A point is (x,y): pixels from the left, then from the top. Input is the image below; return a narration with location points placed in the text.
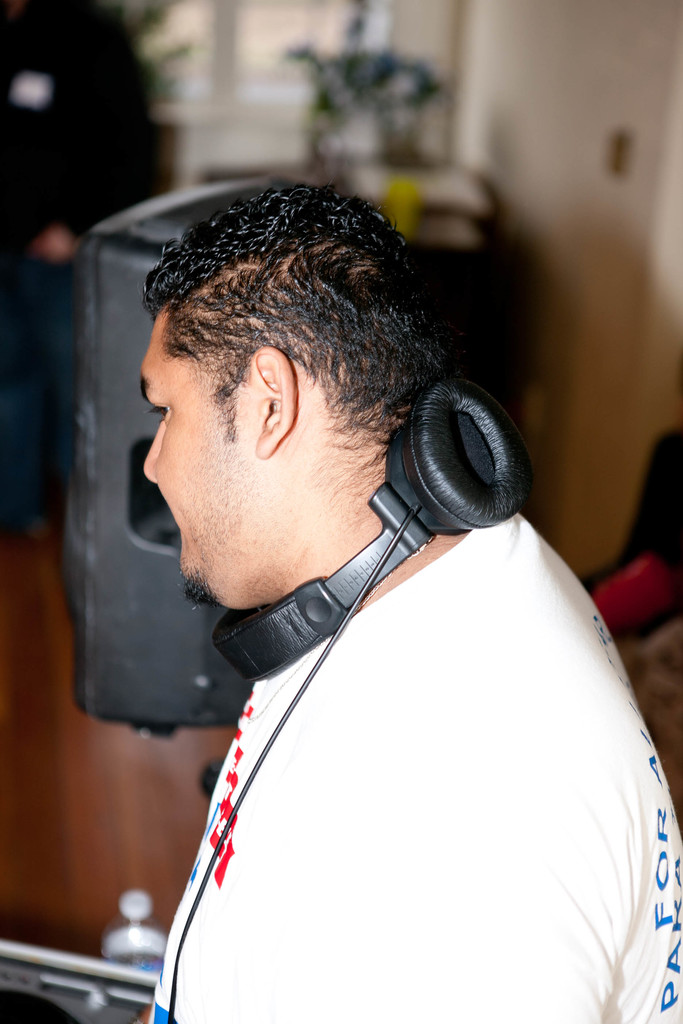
In the center of the image (349,526) a man (400,701) is wearing headset (386,533). In the background of the image (131,889) we can see wall (599,173), bottle (136,920), table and some objects (123,527).
